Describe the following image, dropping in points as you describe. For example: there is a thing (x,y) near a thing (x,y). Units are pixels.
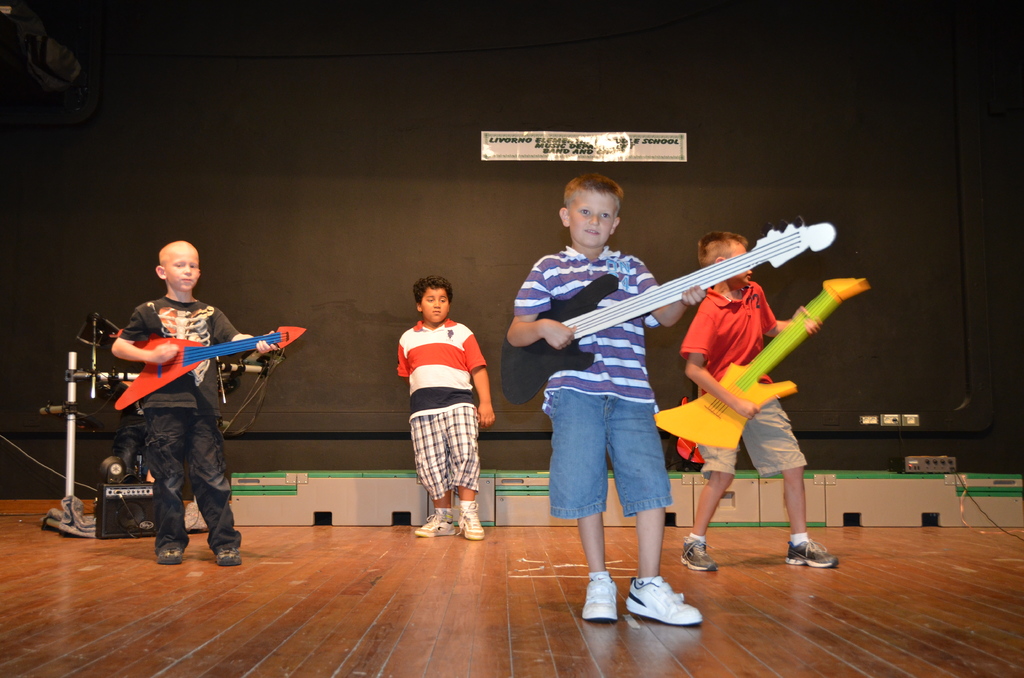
4 boys (450,348) are standing on a floor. 3 boys (202,397) in the front (212,366) are playing guitar (180,369). person (449,415) at the back (465,418) is standing. behind them there is a black wall (480,195) on which there is a white sticker (507,159).
